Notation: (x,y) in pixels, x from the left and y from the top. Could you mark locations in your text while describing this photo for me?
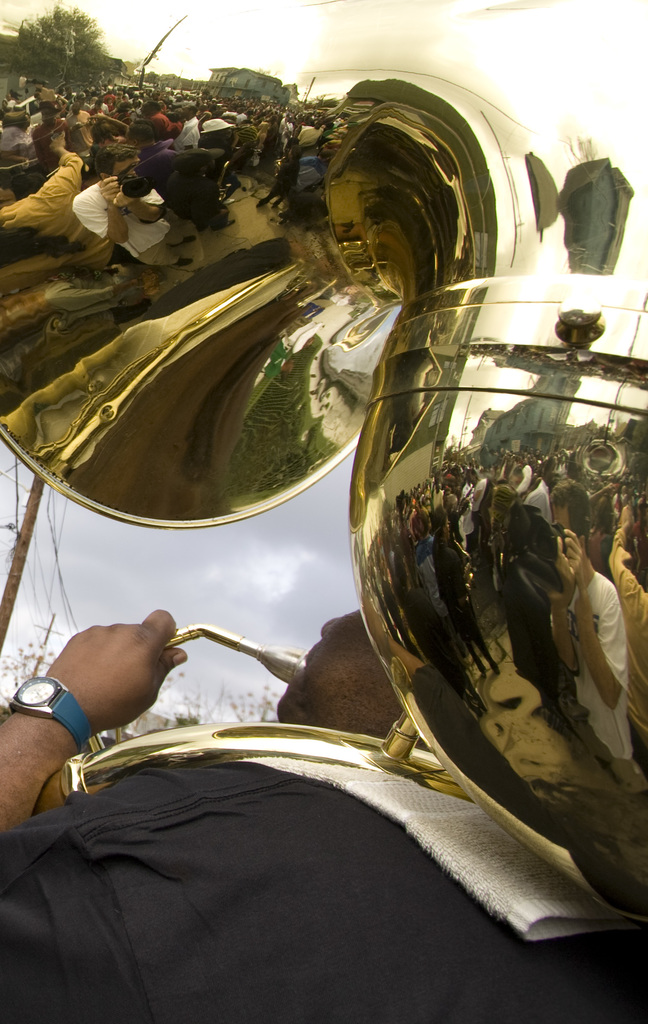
In this image, we can see a man (274,772) holding a musical instrument (487,755) and we can see the sky (241,596).
